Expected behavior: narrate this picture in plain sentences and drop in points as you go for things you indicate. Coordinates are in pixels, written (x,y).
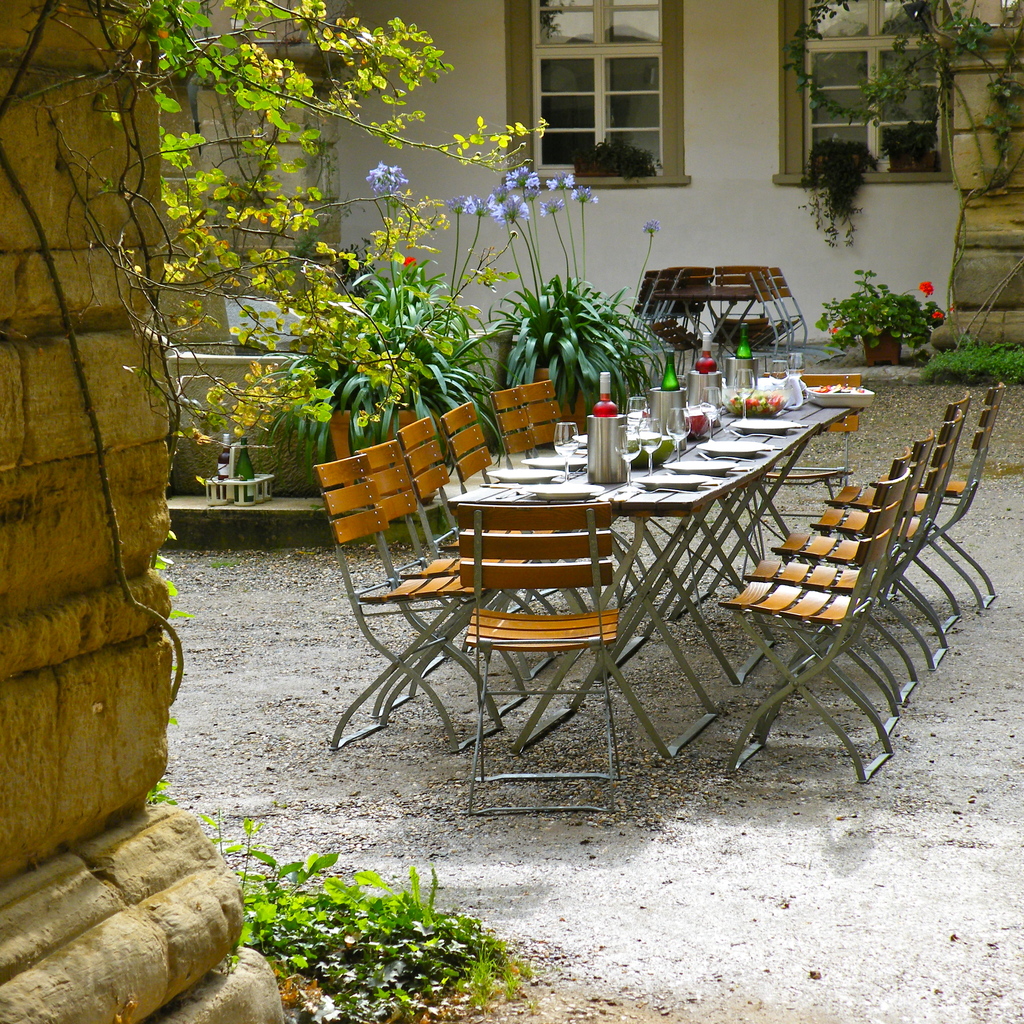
At the center of the image (625,511) there is a dining table (653,497) with chairs (735,607). On the table (675,585) there are few wine bottles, glasses (687,428), plates (710,467) and some other objects (606,469), beside the table (691,497) there are few plants (419,353). On the left side of the image (101,397) there is a house (142,889) with bricks (104,754). In the background (647,129) there is a building (769,253) and few plants (826,170) on the window (923,179).
